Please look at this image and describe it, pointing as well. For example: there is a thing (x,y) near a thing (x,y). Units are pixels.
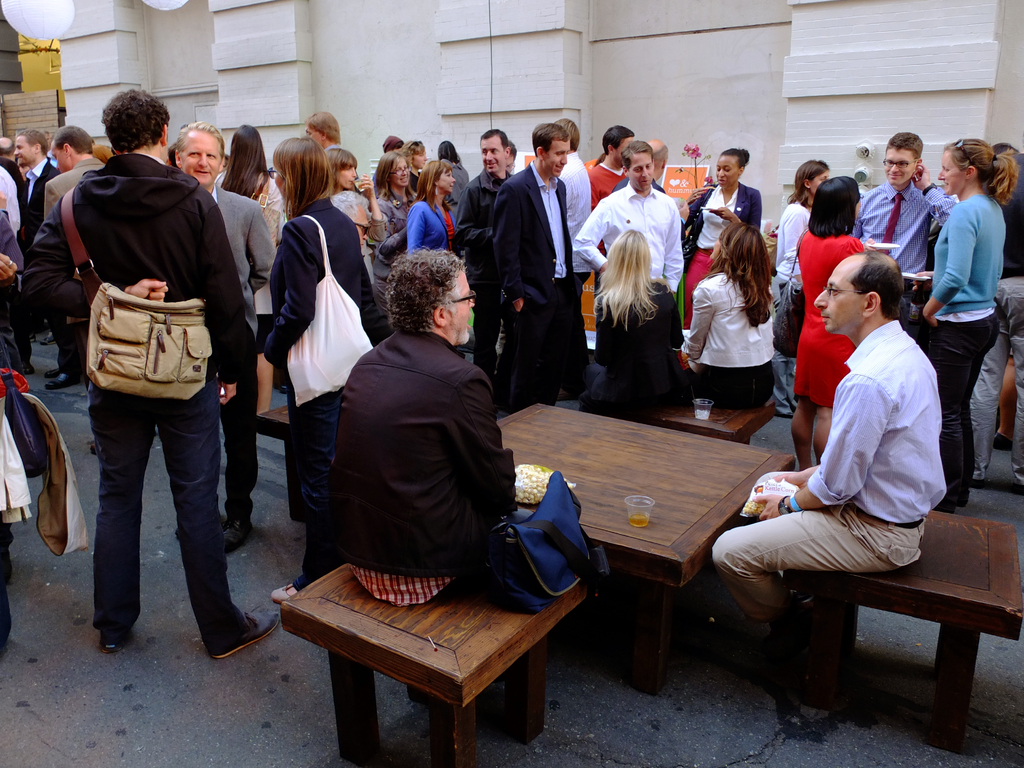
Group of people (220,216) standing. These persons (634,317) sitting on the chair (864,577). We can see table (648,472). On the table (630,466) we can see glass (646,520). This is wall (324,60). This person (202,391) wear bag (132,356).
